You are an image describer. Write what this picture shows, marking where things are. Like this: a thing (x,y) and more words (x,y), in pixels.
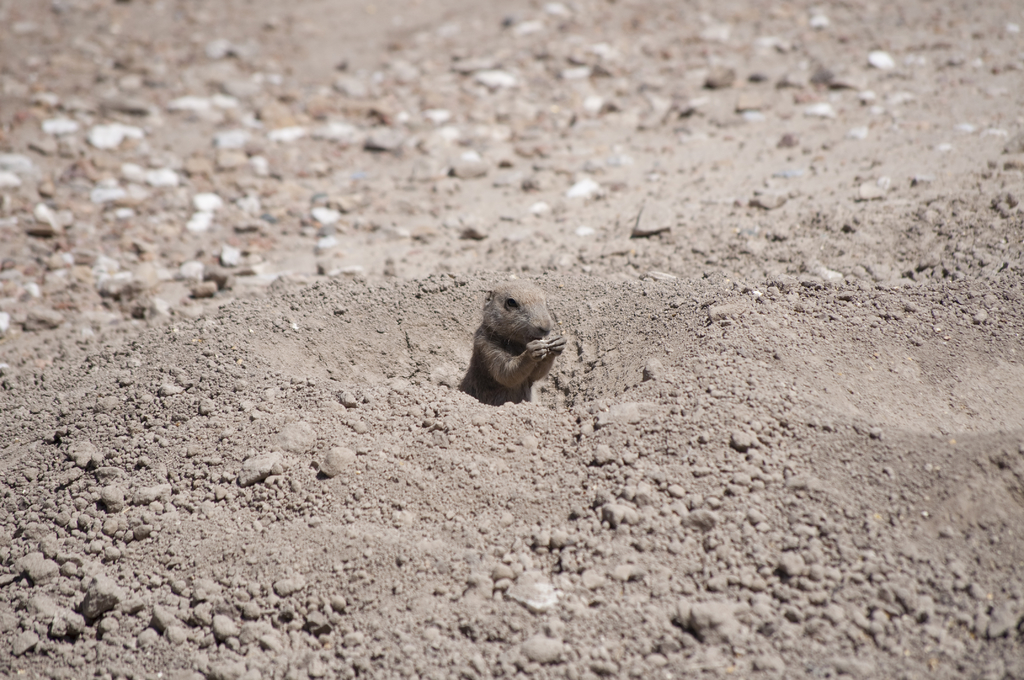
In this image I can see the ground (446,161), few small stones (265,225) and an animal (542,370) which is brown in color.
